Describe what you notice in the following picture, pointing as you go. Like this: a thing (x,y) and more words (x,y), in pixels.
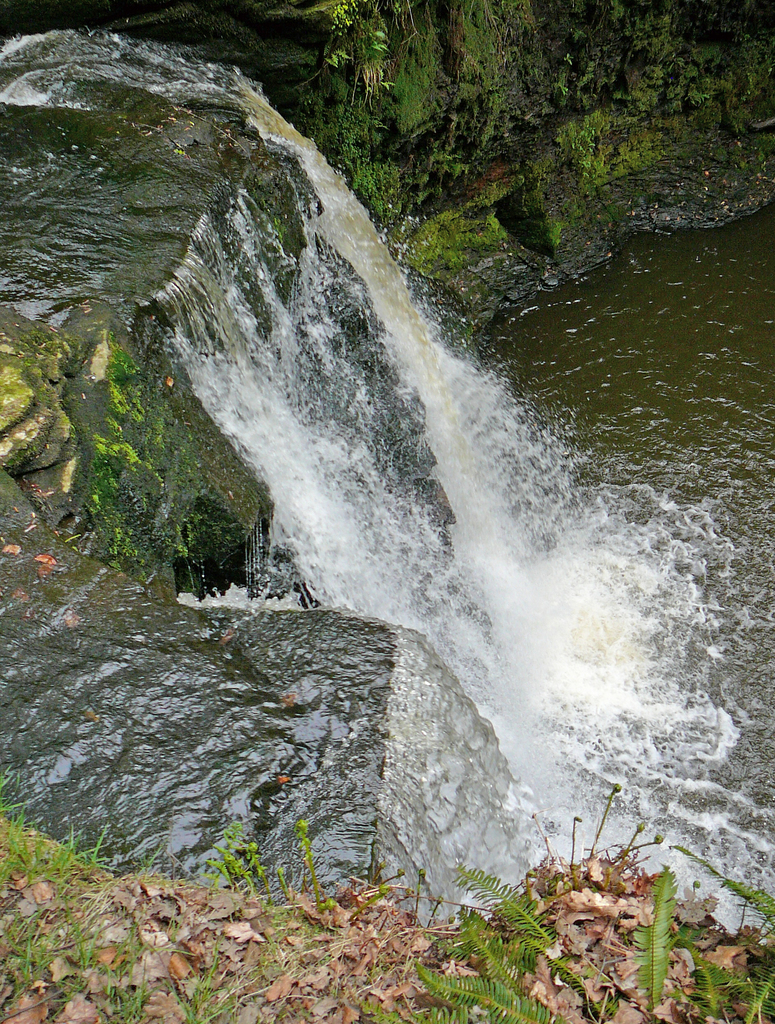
In this image, we can see water (43,247) flowing from the mountain (142,323) and there are some dried leaves (165,1023).
